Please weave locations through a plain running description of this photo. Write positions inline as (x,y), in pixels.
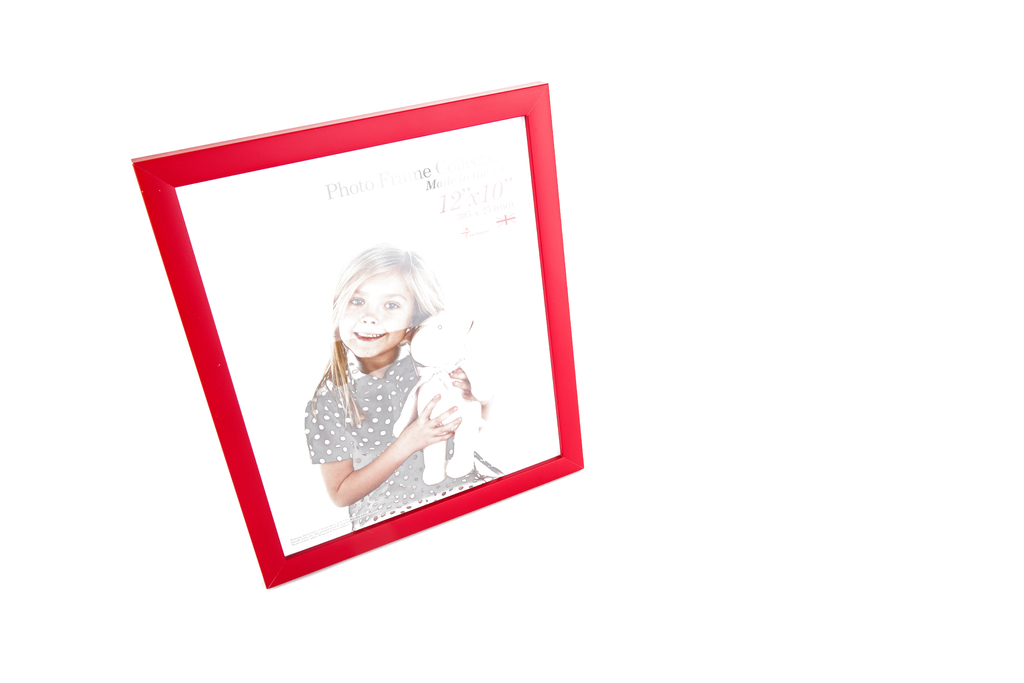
In this image I can see a red colour photo frame (176,262) and I can see this frame (277,153) contains the picture of a girl (391,328). I can see she is holding a white colour thing (437,372) and on her face (358,355) I can see the smile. On the top right side of the frame (545,207), I can see something is written and I can also see white colour in the background (49,211).
